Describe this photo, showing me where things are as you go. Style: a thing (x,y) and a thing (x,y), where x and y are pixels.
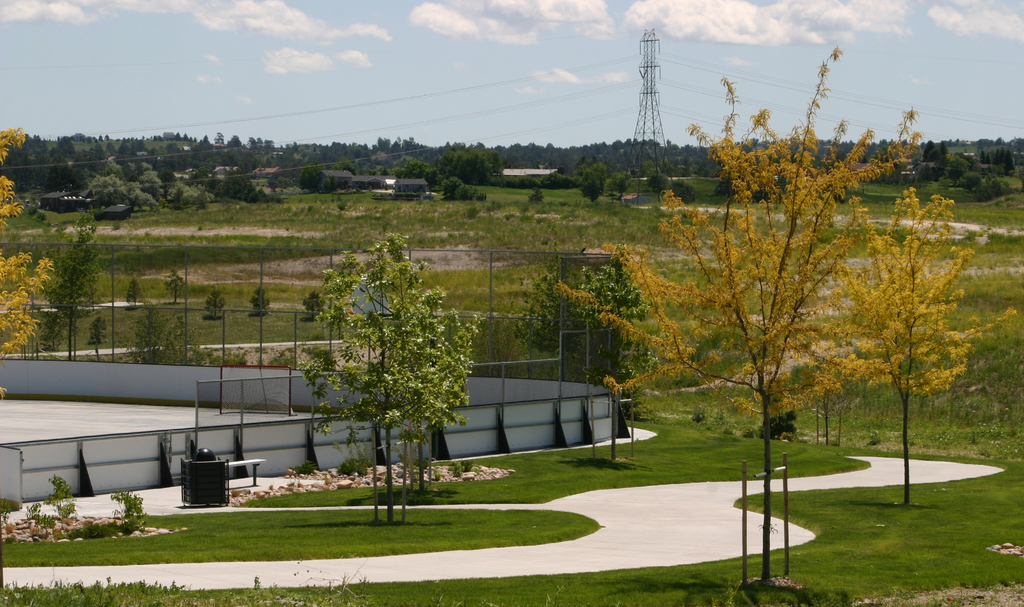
In this image we can see fencing (313,356), trash bin (199,502), grassy land (470,489) and trees (45,266). Background of the image (926,156) tower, wires (515,134) and trees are there. At the top of the image (887,66) sky (564,80) is there with clouds (886,27).
